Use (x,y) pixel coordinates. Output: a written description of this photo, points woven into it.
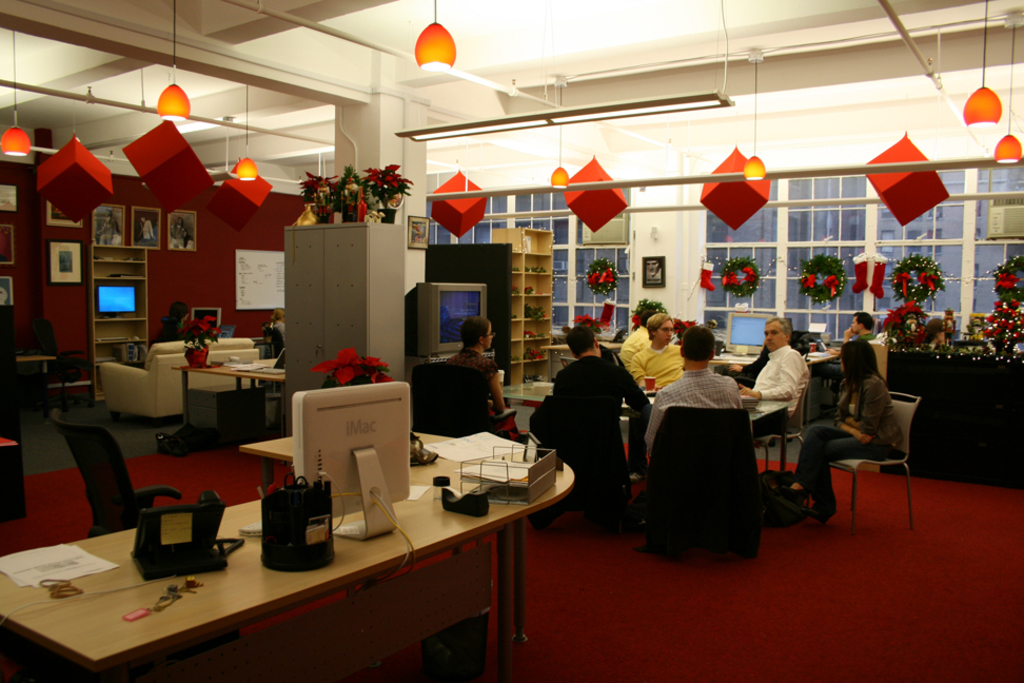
As we can see in the image there is a white color wall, windows (737,249), few people (857,372) sitting over here and a table (258,591) over here. On table (351,565) there is a screen (357,477), plants (359,381) and a red color floor (782,611).
